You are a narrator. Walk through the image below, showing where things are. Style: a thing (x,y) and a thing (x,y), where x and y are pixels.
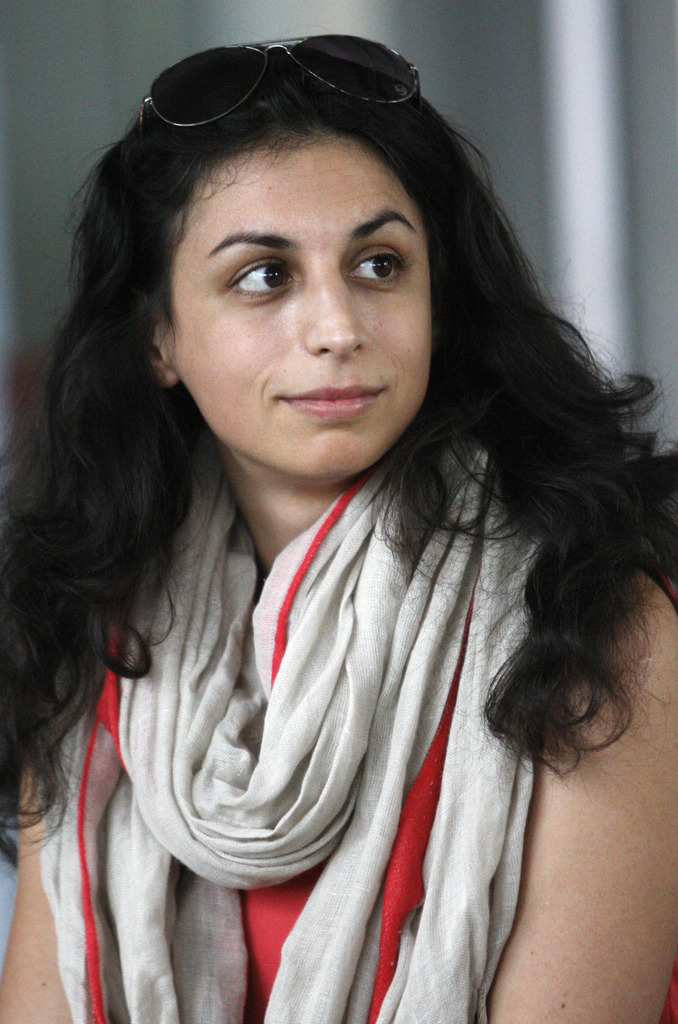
In the image we can see a woman (415,169). She is smiling.
